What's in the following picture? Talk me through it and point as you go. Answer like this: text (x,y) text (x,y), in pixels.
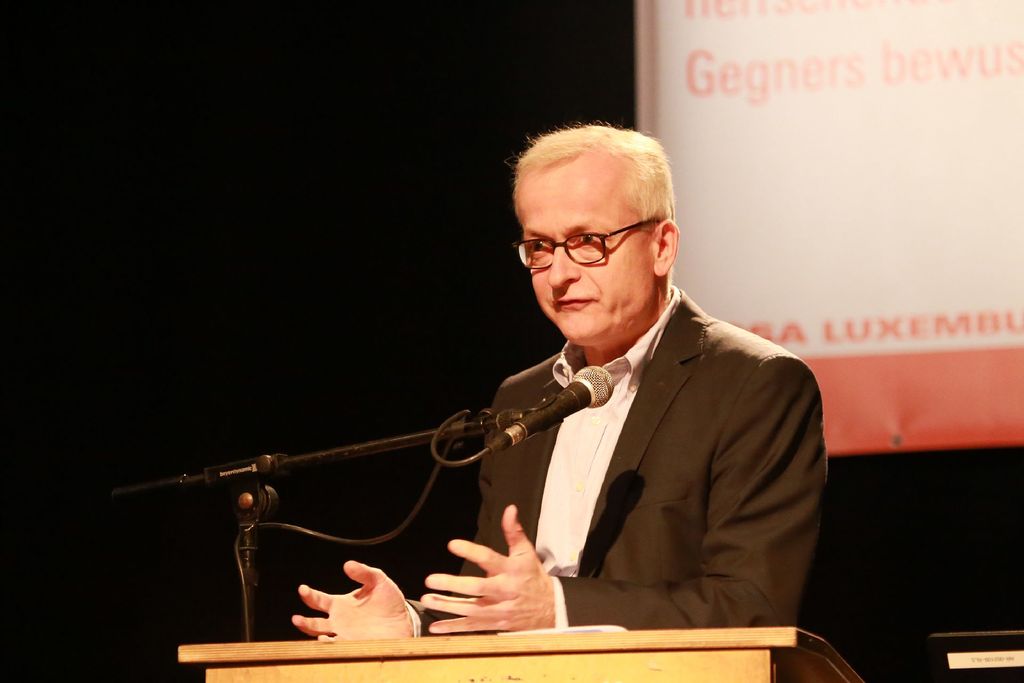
In this image there is a man (521,523) standing near the podium (437,657) by keeping his hands (475,603) on it. In front of him there is a mic (521,438). In the background (841,210) there is a banner (893,231).
